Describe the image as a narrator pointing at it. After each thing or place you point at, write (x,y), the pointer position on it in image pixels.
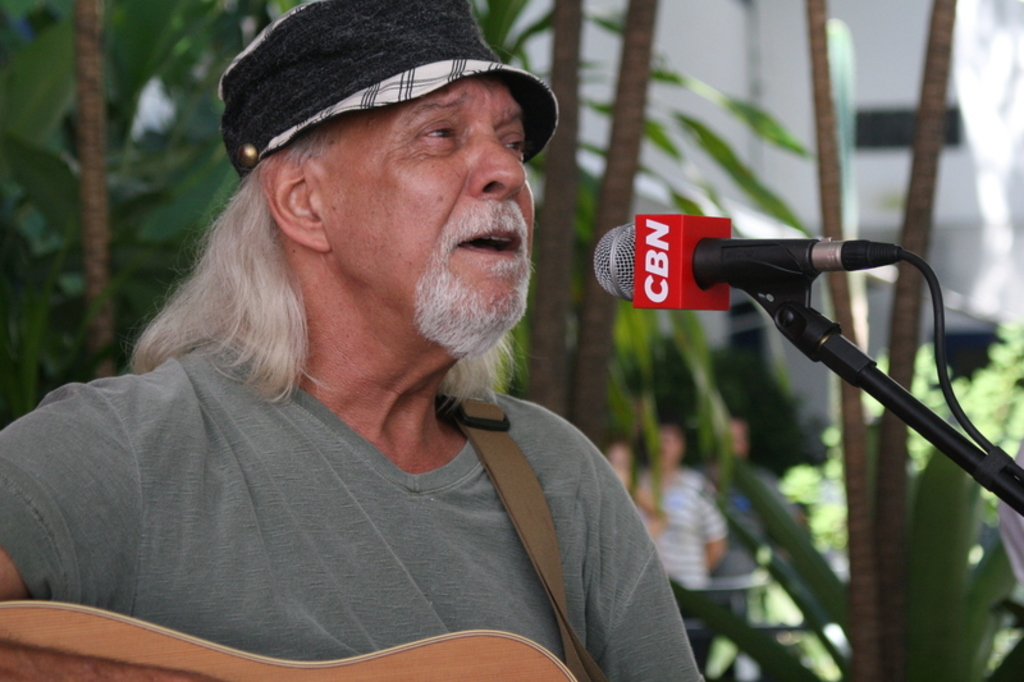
The person (304,127) wearing a hat (337,72) is playing guitar (390,673) in front of a mic (697,265) and there are trees (643,136) in the background (206,133).
